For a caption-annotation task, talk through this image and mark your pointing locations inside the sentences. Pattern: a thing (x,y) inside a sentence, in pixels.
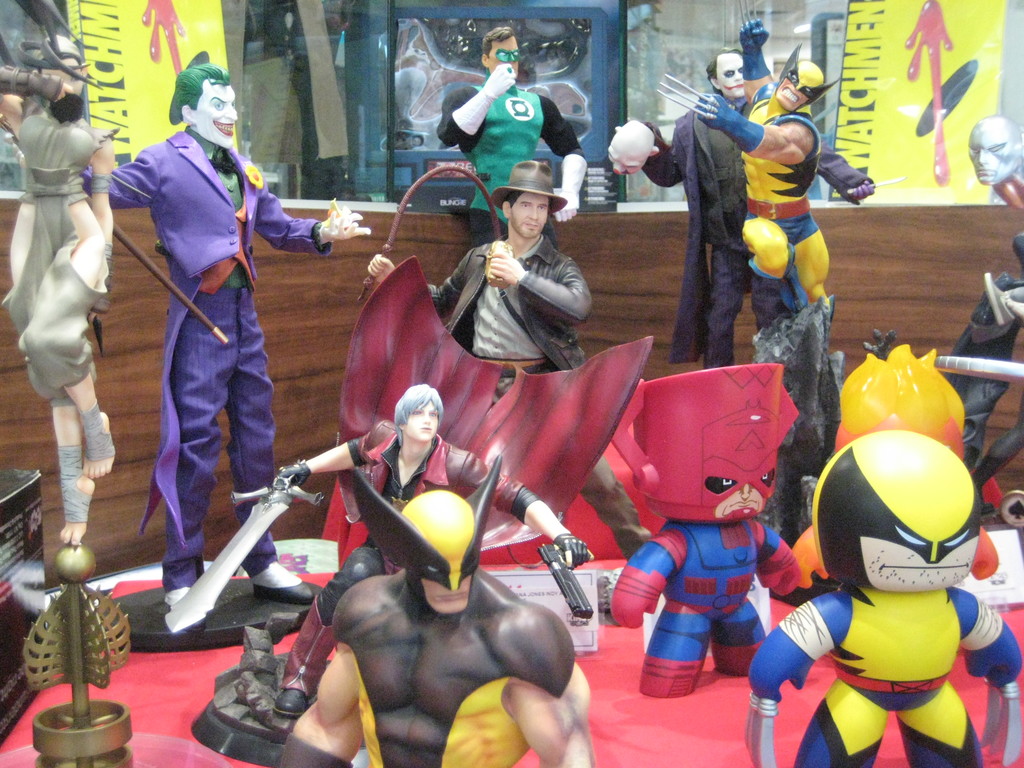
There are different toys (627,422) are present as we can see in the middle of this image (507,415).
